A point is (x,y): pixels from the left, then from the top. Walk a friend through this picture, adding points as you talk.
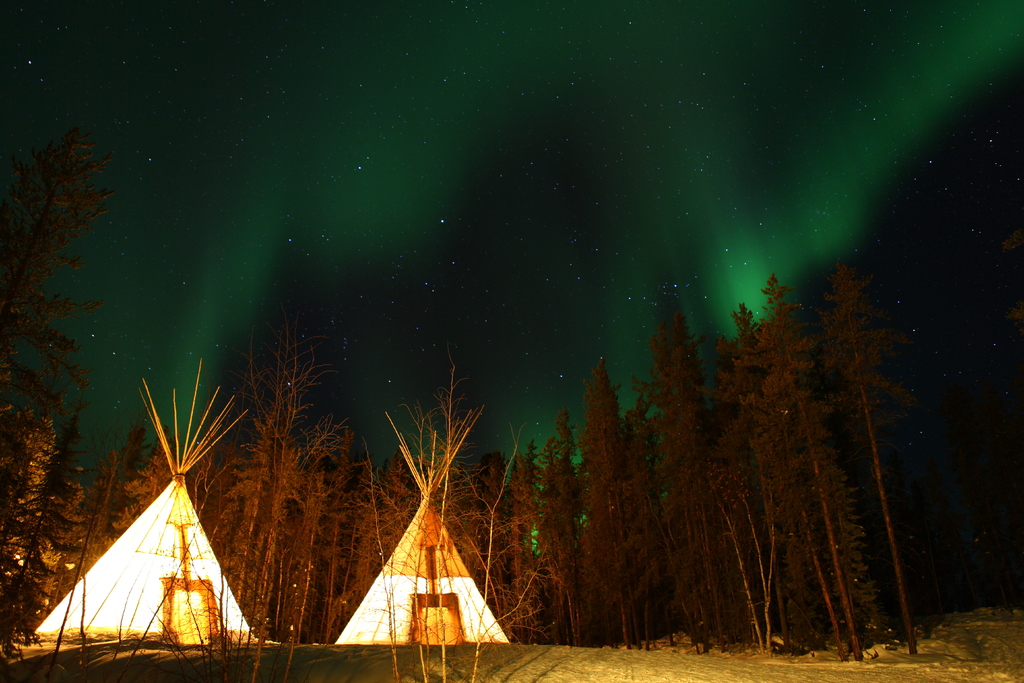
In this image two tents (127,543) are on the land (1009,638). Background (102,521) there are few trees (63,511). Top of the image (397,211) there is sky (369,166).
